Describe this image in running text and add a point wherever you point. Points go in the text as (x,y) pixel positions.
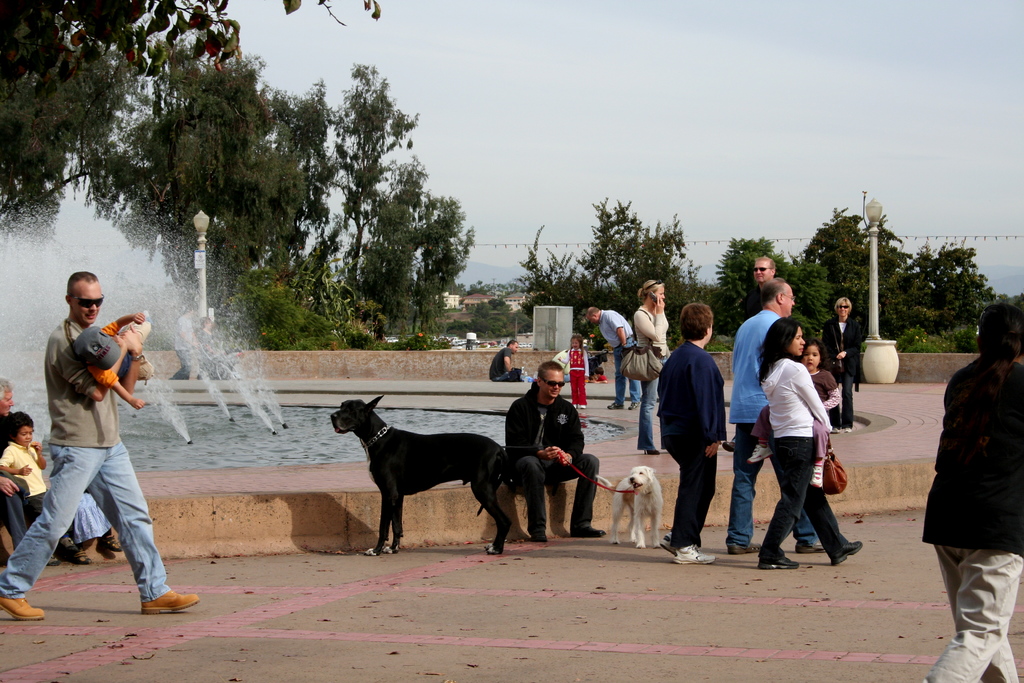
There is a group of people (648,335). Some persons (745,403) are standing, some persons (710,455) are walking and some persons (547,453) are sitting. On the right side of the woman (805,470) is carrying a girl (826,408). She is wearing a bag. On the left side of the person (49,350) is walking and he is carrying a person (103,376) and he is wearing a spectacle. In the center of the person (579,464) is sitting on a path (605,397). he is holding a dog chain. We can see in the background (88,86) trees (88,86), sky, water fountain (287,424) and pole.
